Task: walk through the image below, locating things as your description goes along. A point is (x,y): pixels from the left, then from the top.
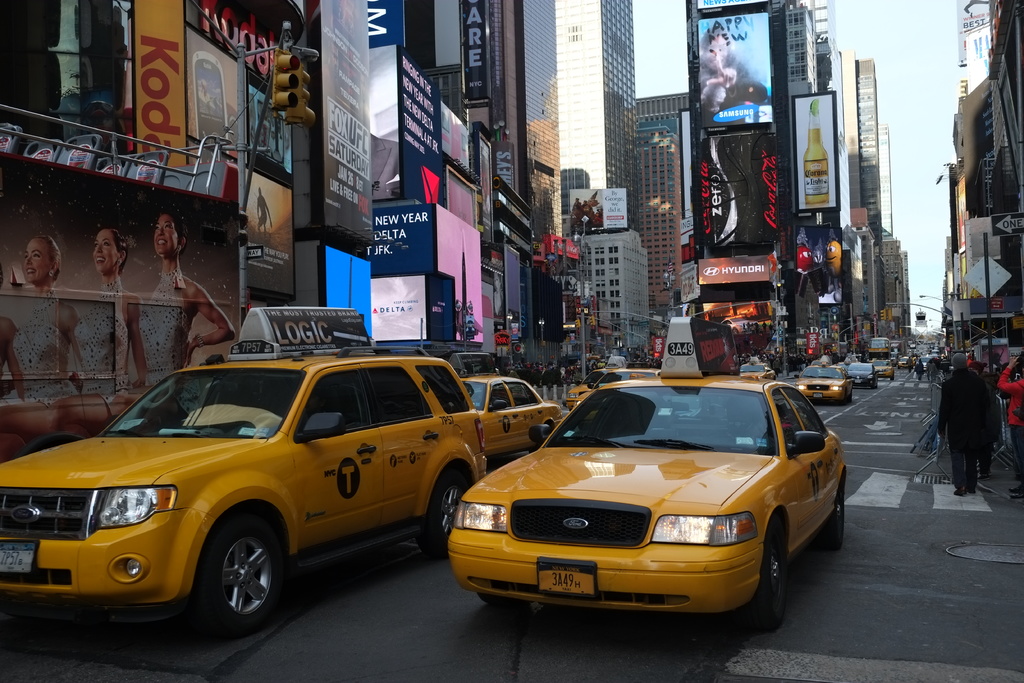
In the image there are many cars (703,440) going on the road (845,405) with people (968,398) walking on either side of the foot path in front of the buildings (482,198) with many screens (797,228) and ad banners (842,258) on it and above its sky (935,140).
